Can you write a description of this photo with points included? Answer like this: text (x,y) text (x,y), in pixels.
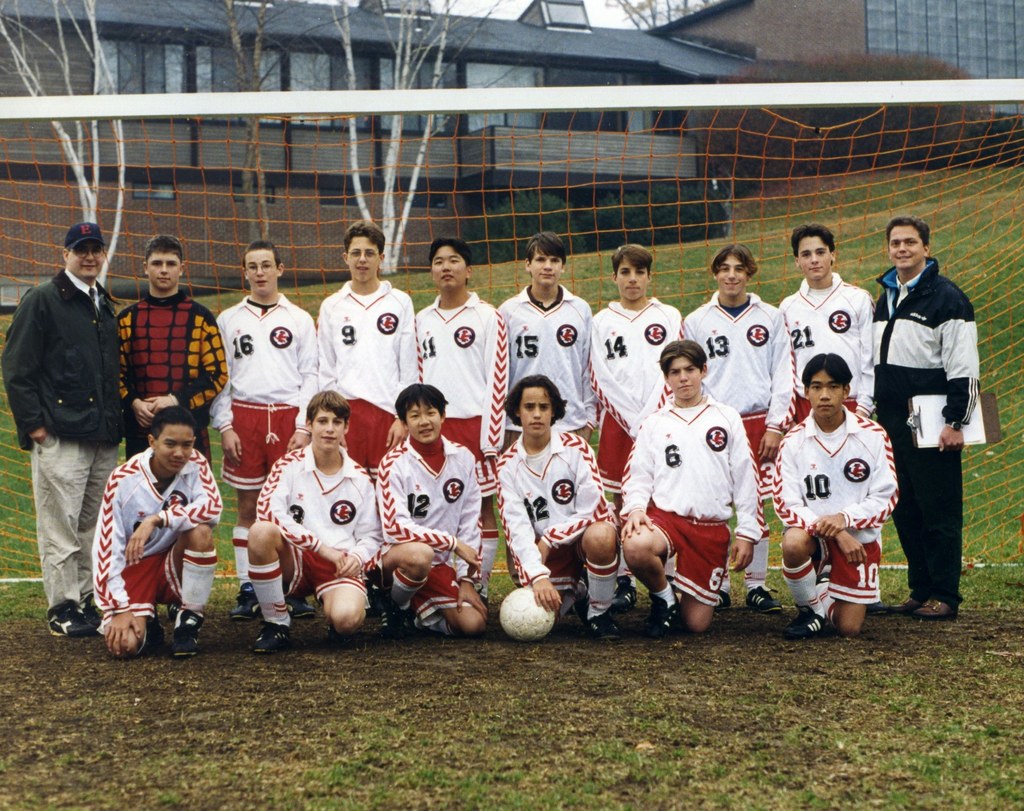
In this image i can see a football team (374,541) few of the members (605,378) are standing behind and some are sitting in front of them. In the background (245,205) i can see a football net (525,158), building (512,69), trees (413,118) and sky (467,7).
